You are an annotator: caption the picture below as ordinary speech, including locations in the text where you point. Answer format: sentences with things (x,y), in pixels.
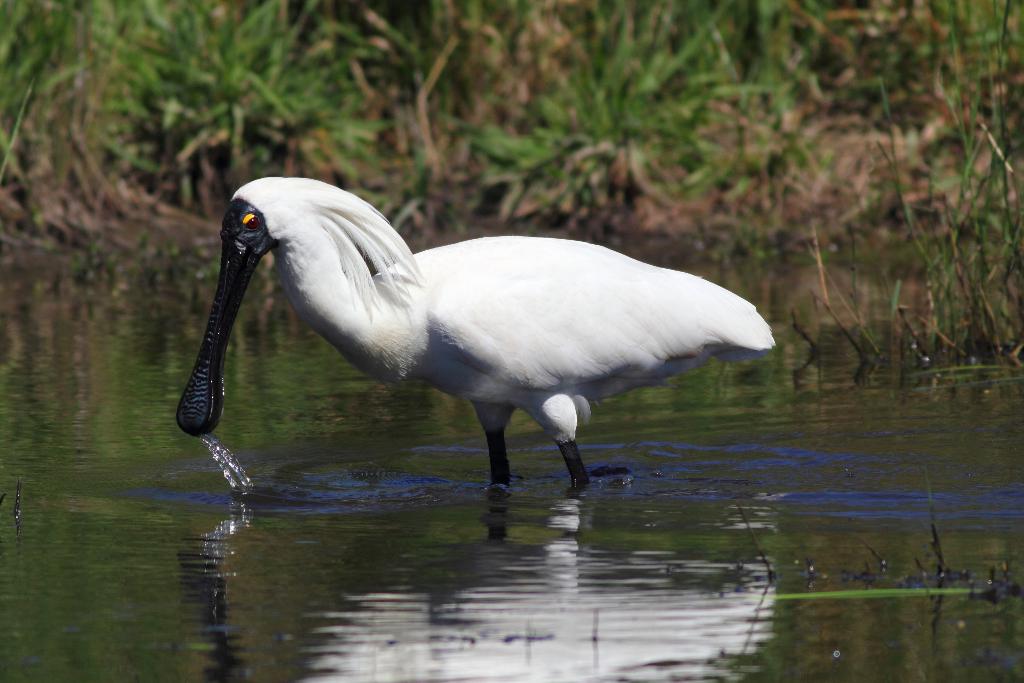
In the picture I can see a white color bird (452,339) in the water (441,426). In the background (257,60) I can see plants (273,56) and the grass (701,188). The background of the image (155,204) is blurred.
